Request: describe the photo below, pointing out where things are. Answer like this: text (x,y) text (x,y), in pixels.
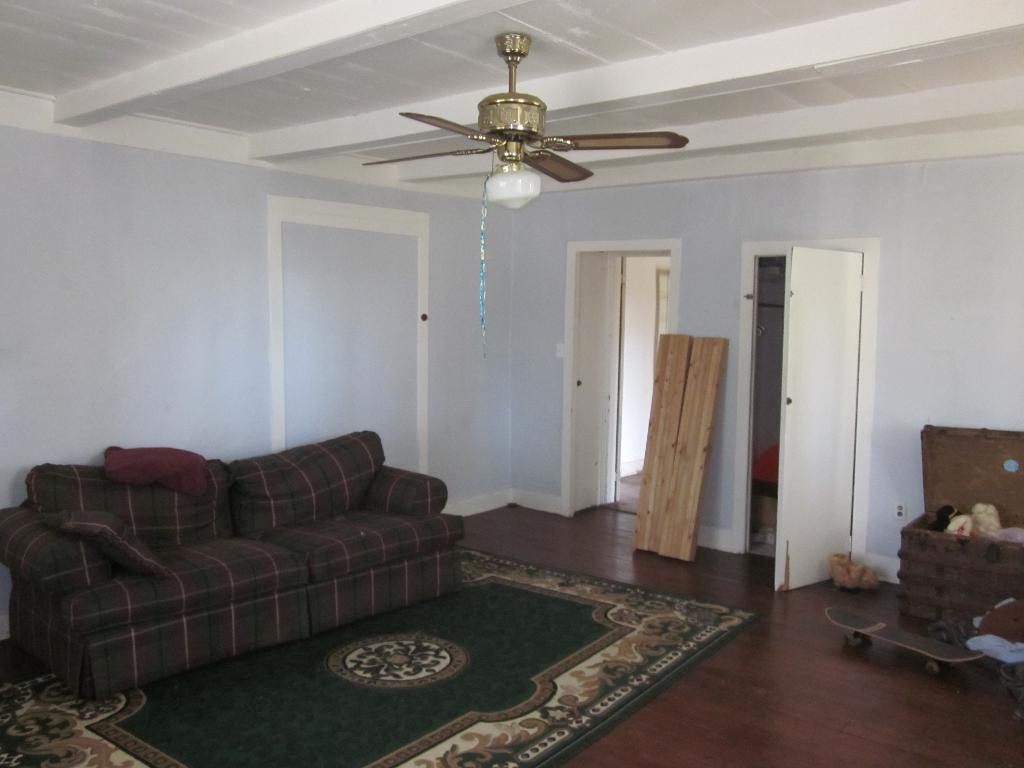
In this picture there is a room (663,737) with a carpet (474,675) on the floor (863,673), onto the left there is a sofa (206,518) with a pillow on it, onto the right there is a box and a skate board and also a wooden plank (650,455). There is fan (502,54) attached to the ceiling (594,116).
